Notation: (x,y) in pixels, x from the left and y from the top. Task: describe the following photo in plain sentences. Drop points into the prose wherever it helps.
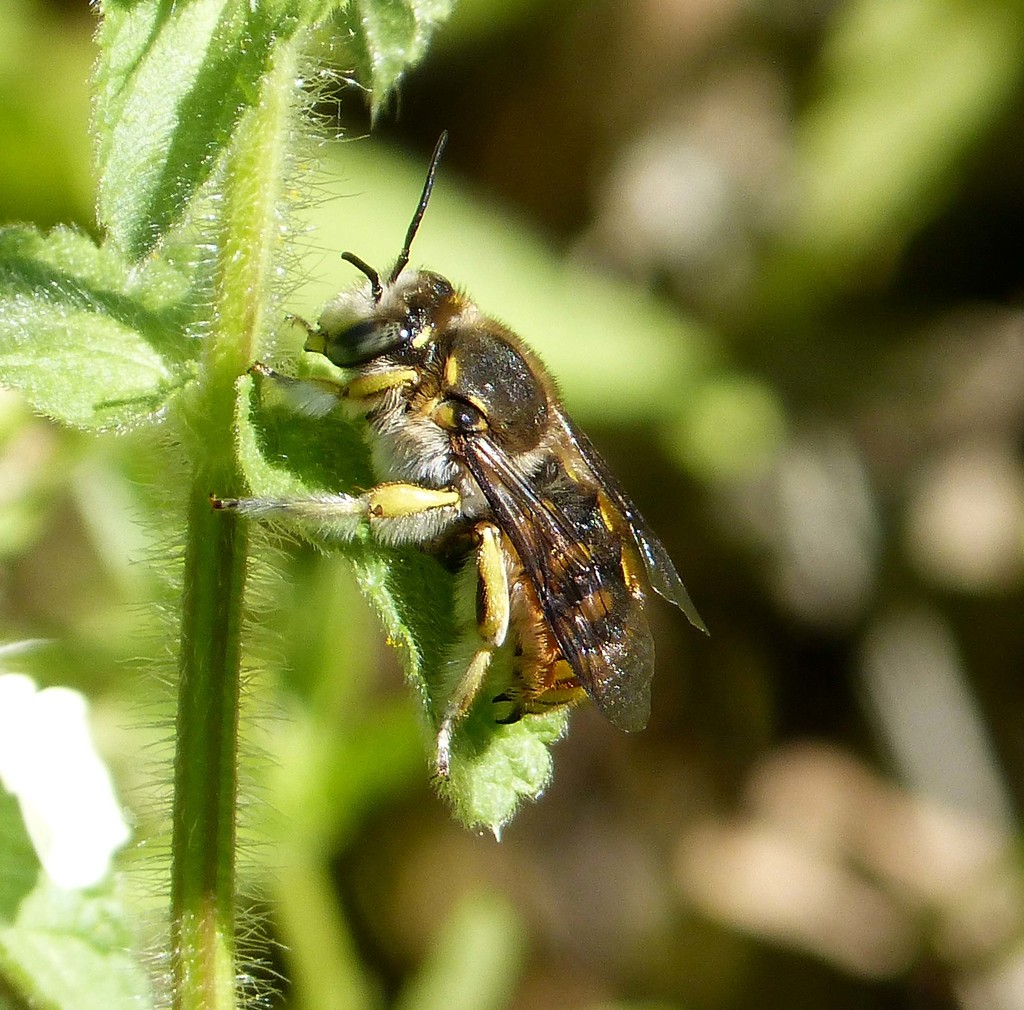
In this image we can see an insect (399,525) on a plant (238,547). The background of the image (76,185) is blurred.
